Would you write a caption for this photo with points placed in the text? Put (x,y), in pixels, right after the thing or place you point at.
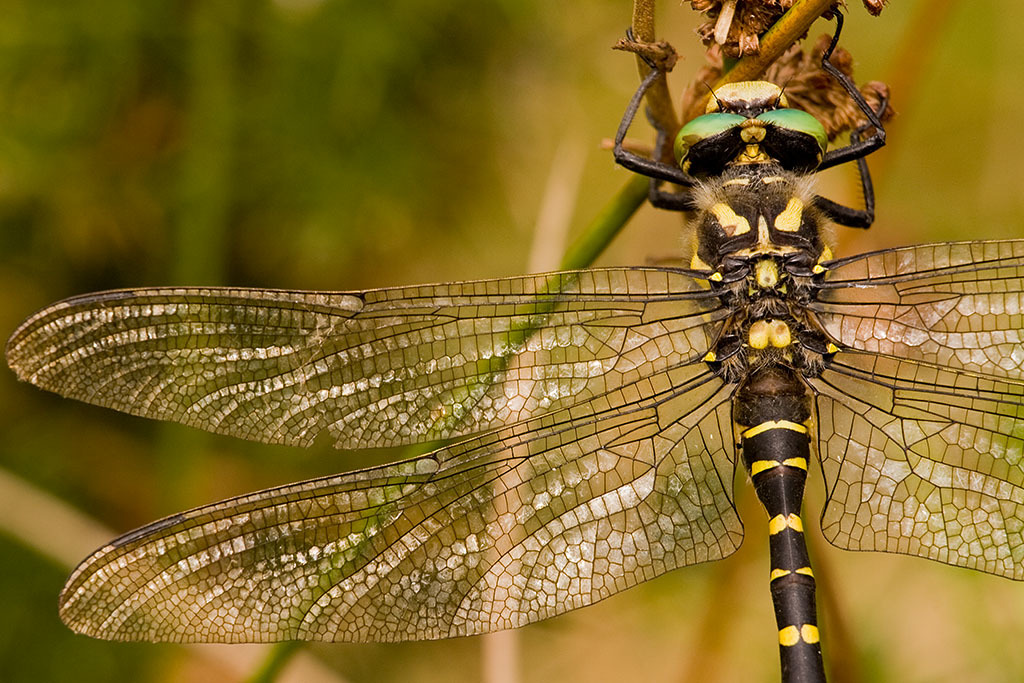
In this picture there is a dragonfly (829,346) who is standing on this flower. In the back (313,133) I can see the blur image.
